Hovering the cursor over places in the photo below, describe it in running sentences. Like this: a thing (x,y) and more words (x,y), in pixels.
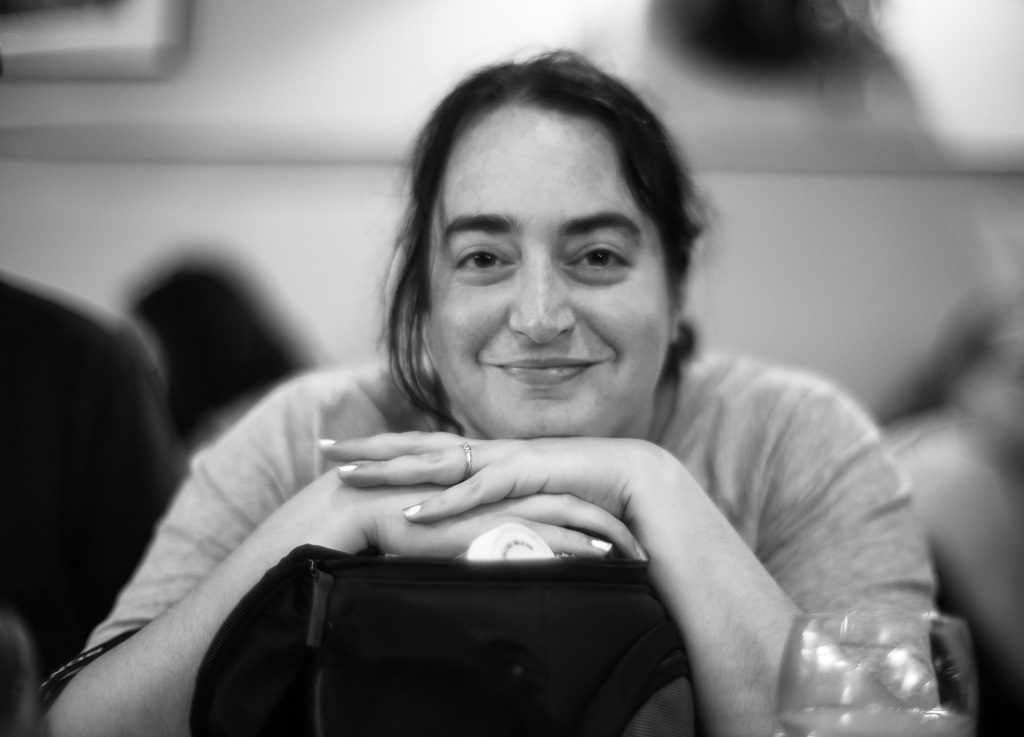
This is a black and white picture. The woman (465,408) in the middle of the picture (470,457) is sitting on the chair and we see her hands (367,510) are placed on the black color bag (405,653). In the background (760,248), it is blurred.
